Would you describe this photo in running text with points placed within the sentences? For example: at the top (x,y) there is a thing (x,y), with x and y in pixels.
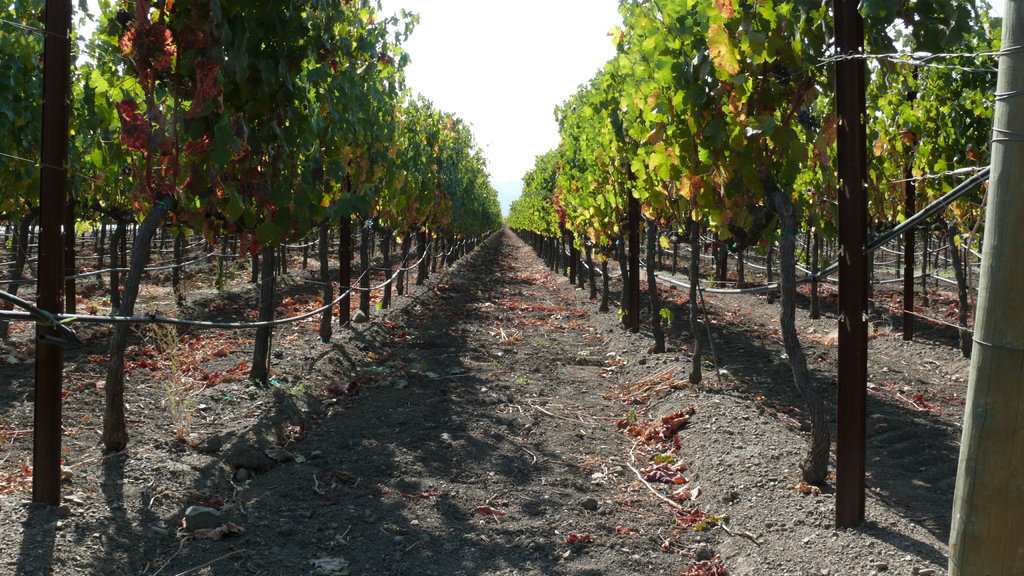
At the left side (249,101) and right side of the image (702,137) there are trees (702,137).
